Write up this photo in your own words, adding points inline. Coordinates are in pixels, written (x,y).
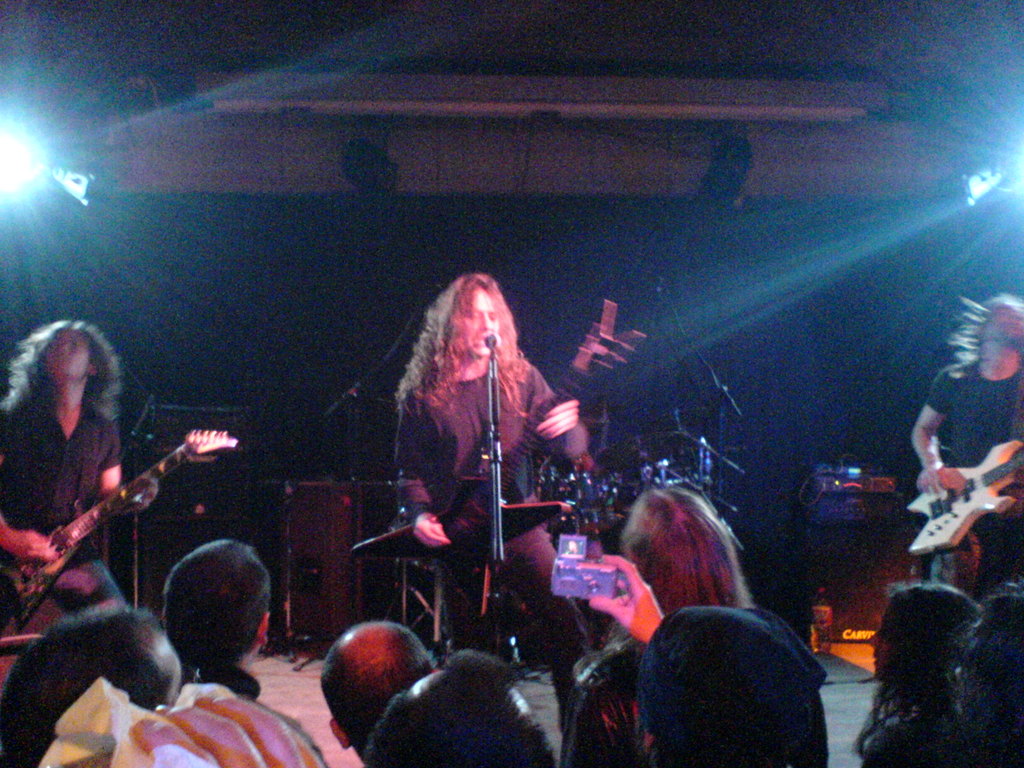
In this image I can see a group of people (408,417), among them three people (522,570) are on the stage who are playing musical instruments (174,454) and the person (466,456) in the middle (489,386) is singing a song in front of the microphone (492,358).
